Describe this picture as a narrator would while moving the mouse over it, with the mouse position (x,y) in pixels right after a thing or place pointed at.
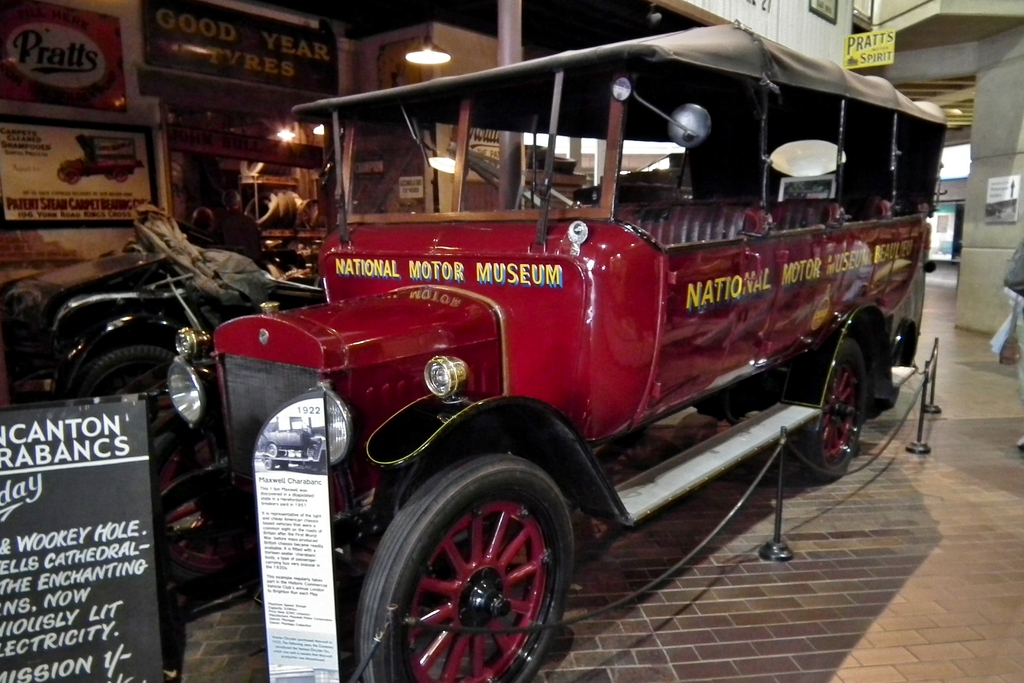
We can see vehicles (314,338) on the surface (689,538), in front of these vehicles (235,340) we can see boards (302,585). Background (136,162) we can see boards (97,59), light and wall (456,40).
